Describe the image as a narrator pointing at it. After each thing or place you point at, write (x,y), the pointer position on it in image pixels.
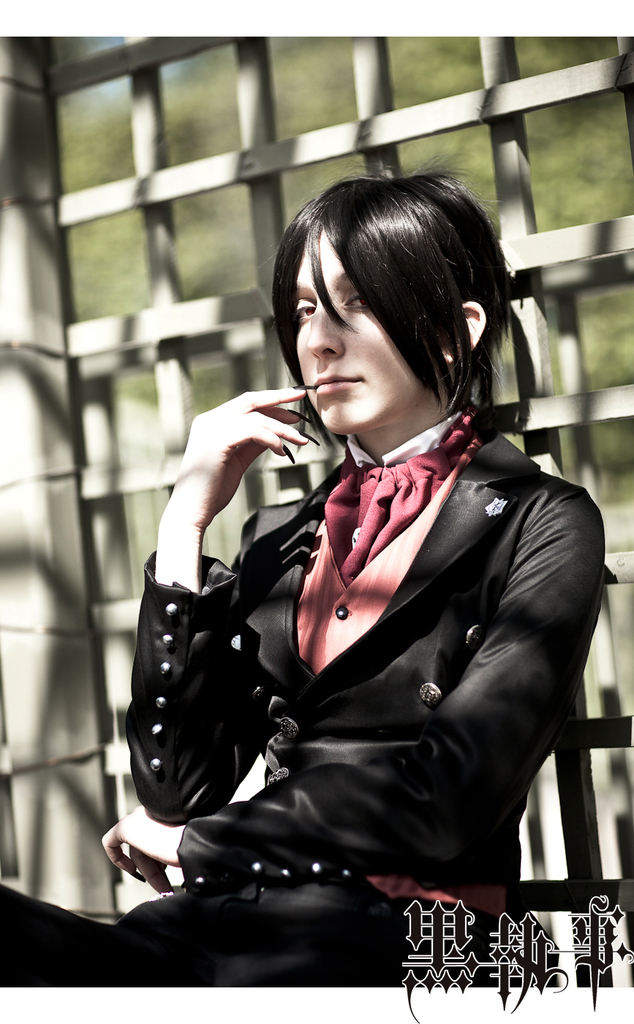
In this image we can see a lady (286,423), behind her there is a fencing (511,212), we can see some text (509,944) on the image, and the background (606,468) is blurred.
